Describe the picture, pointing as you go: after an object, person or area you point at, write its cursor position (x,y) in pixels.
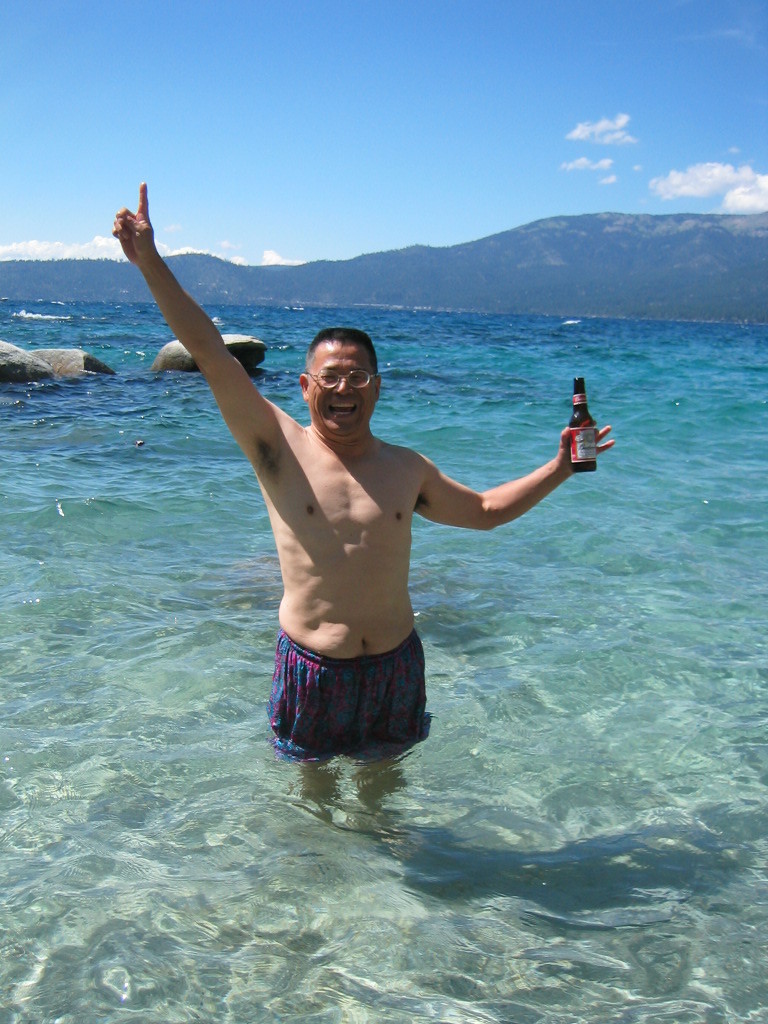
In this picture I can observe a man (279,501) standing in the water (440,461), holding a bottle (579,422) in his hand (563,451). The man (331,521) is wearing spectacles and he is smiling. In the background (415,382) I can observe an ocean (281,352). There are some hills (490,255) and clouds (624,125) in the sky (329,151).
